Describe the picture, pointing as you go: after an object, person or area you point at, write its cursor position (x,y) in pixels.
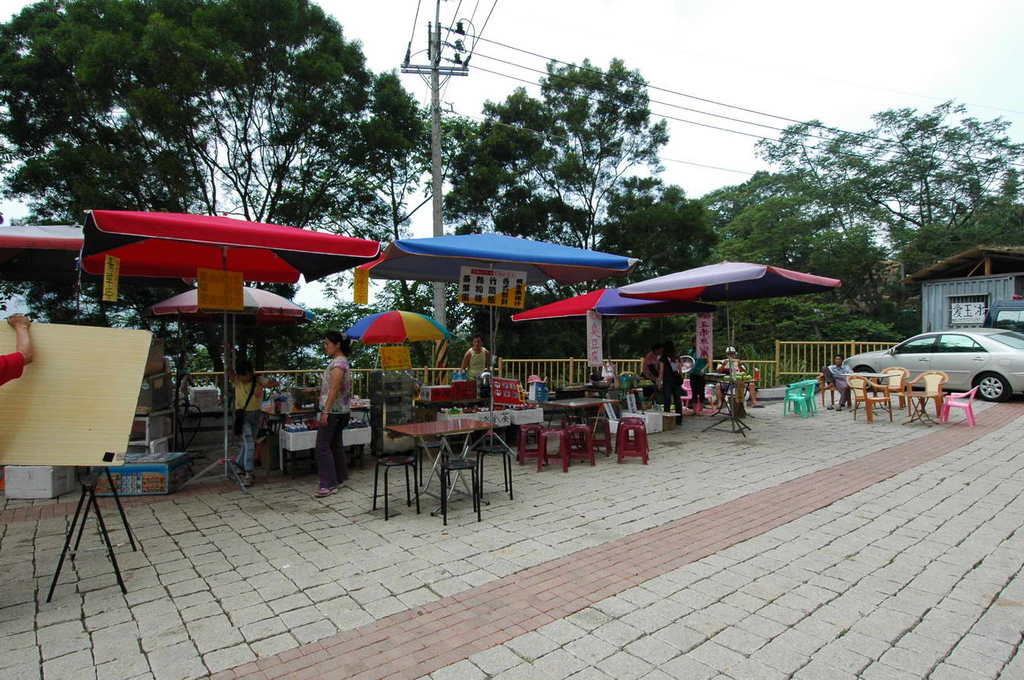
In this picture we can see a person (10,363) kept his hand (26,351) on a wooden board (128,407). This wooden board (127,423) is visible on the stand (78,543). We can see tables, chairs (863,382), boards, umbrellas (290,245) and some colorful objects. There is a person (843,369) sitting on a chair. We can see a few vehicles (942,347) and a shed (932,286) on the right side (992,343). Few wires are visible on a pole (434,191). There are some trees (64,110) visible in the background (586,199). We can see the sky (662,27) on top of the picture (657,45).
